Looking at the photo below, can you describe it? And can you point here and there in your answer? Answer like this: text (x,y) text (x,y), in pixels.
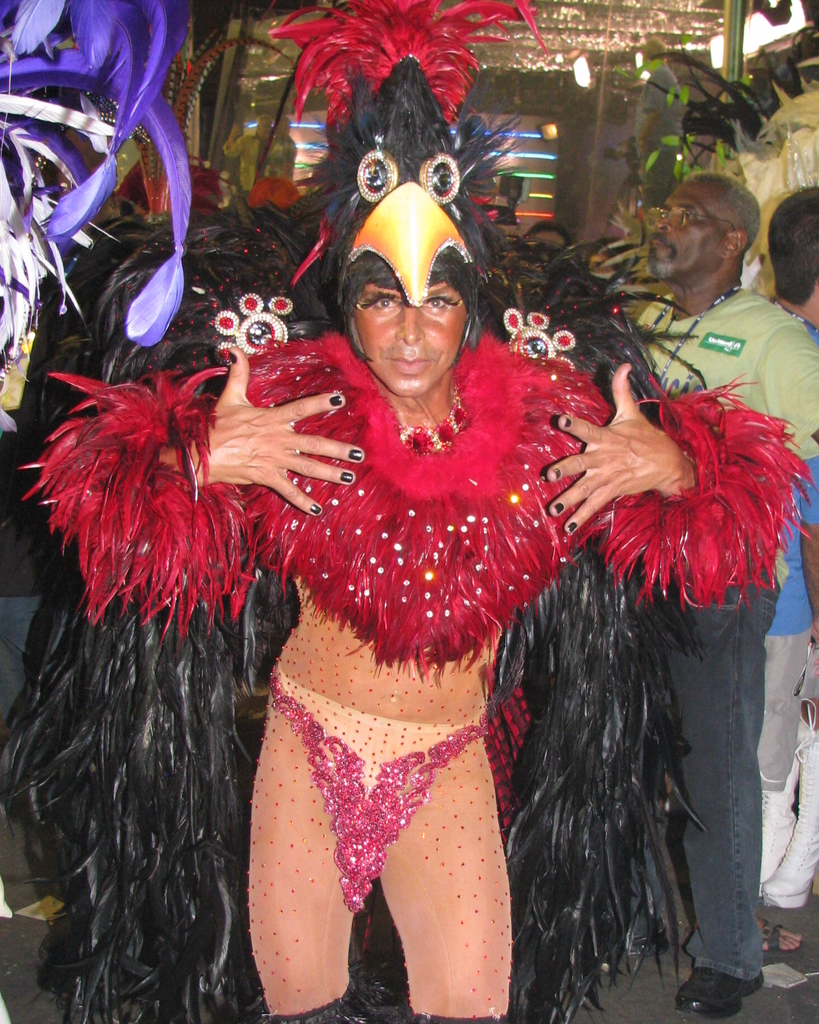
In this picture we can see a man (586,438) wearing red and black color feather costume (590,549), standing in the front (379,430) and giving a pose into the camera. Beside there is a another person (739,342) standing and looking on the left side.
